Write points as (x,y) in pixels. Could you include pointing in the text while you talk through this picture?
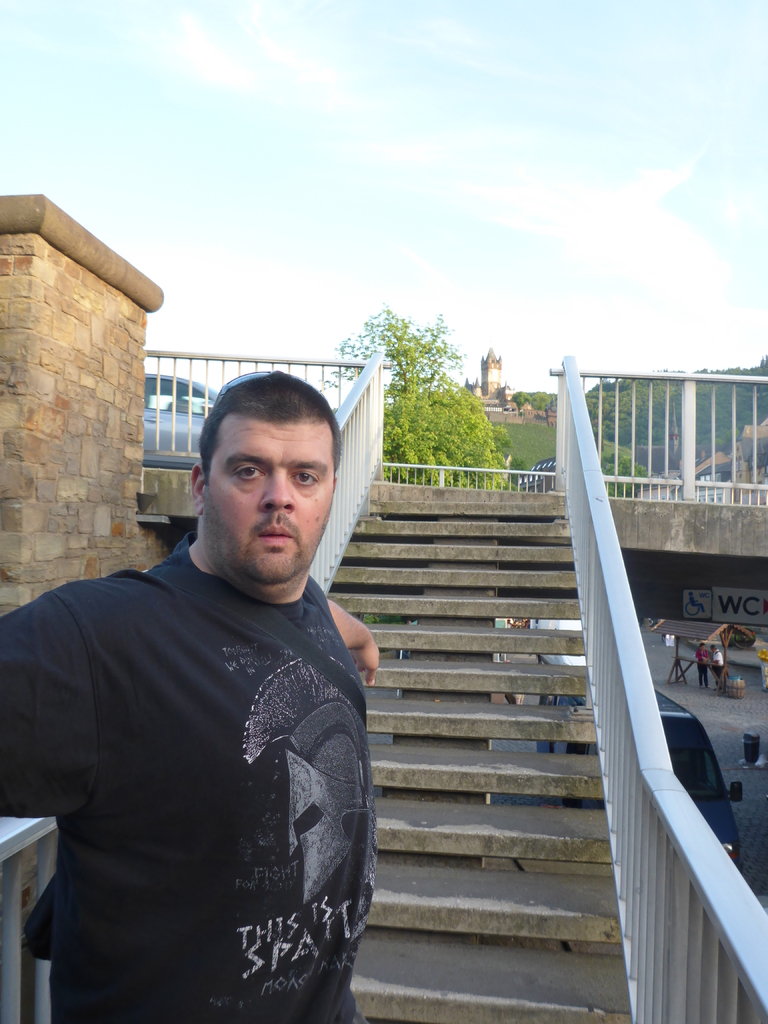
In this image I can see a person (44,723) wearing a black color t-shirt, standing on staircase (596,826) and I can see a bridge (662,452) in the middle (390,493), under the bridge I can see persons (713,679) visible on the road (735,778), at the top (477,225) I can see the sky (626,288), on the bridge (113,417) I can see the vehicle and trees (444,354) visible at the top (435,339).
